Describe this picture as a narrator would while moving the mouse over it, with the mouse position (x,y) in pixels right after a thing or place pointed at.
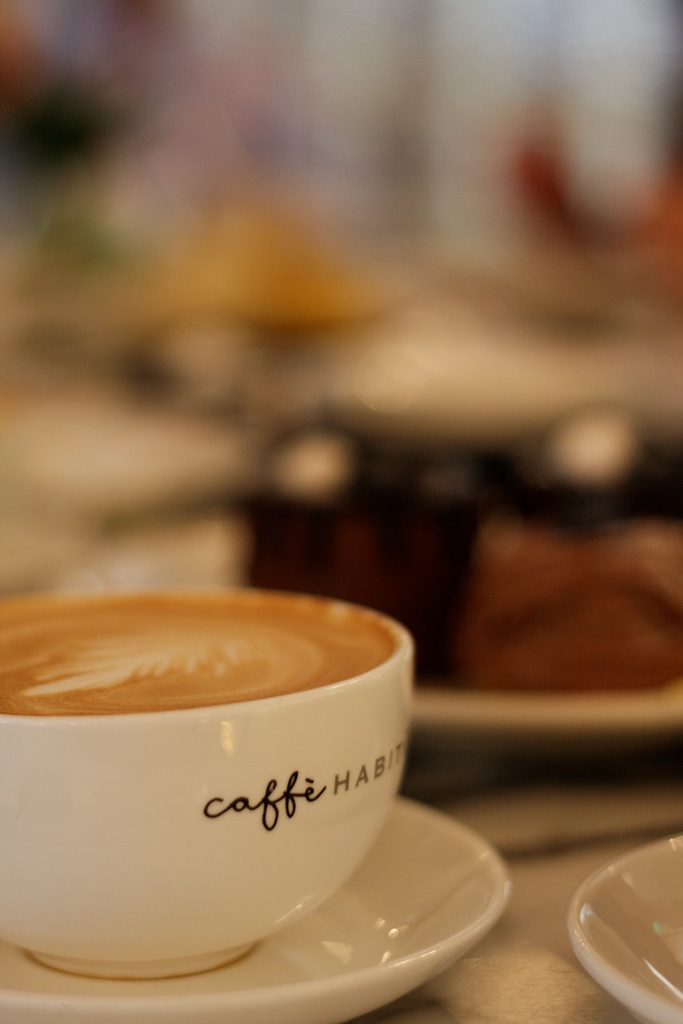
On the left side (123,791), there is a cup (218,850) having coffee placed on a saucer (4,975). This saucer (165,999) is placed on a surface (353,1023). On the right side (663,1006), there is another saucer (674,1002). And the background (150,474) is blurred.
